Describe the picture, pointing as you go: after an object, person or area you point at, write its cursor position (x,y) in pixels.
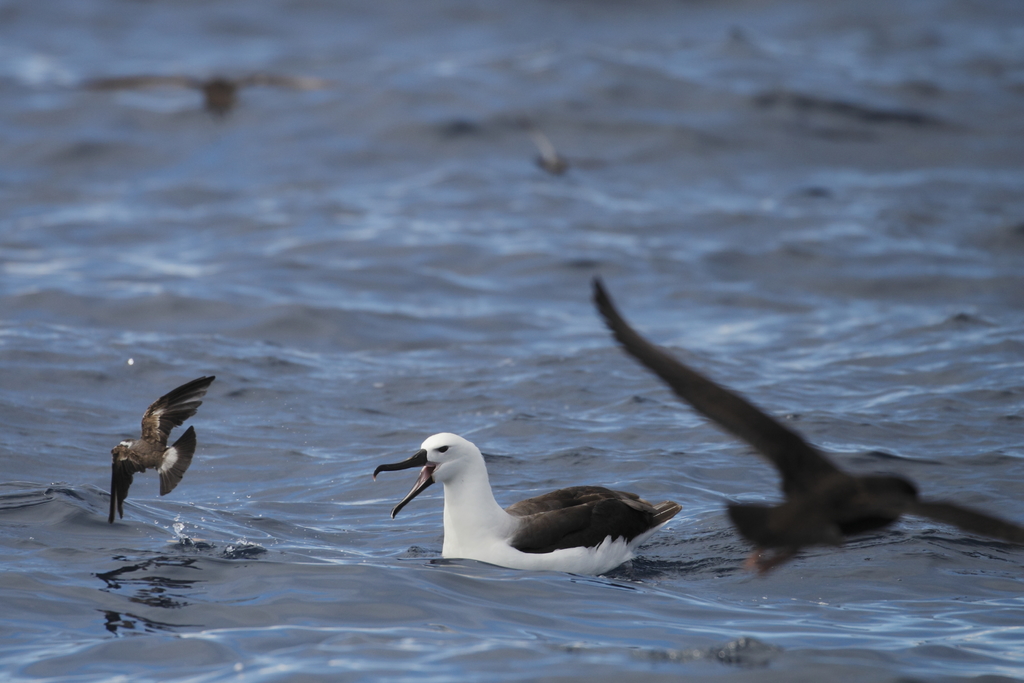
In the foreground of this image (668,506), there is a bird (492,547) on the water (247,521) and few birds (742,524) in the air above the water surface (338,263).
